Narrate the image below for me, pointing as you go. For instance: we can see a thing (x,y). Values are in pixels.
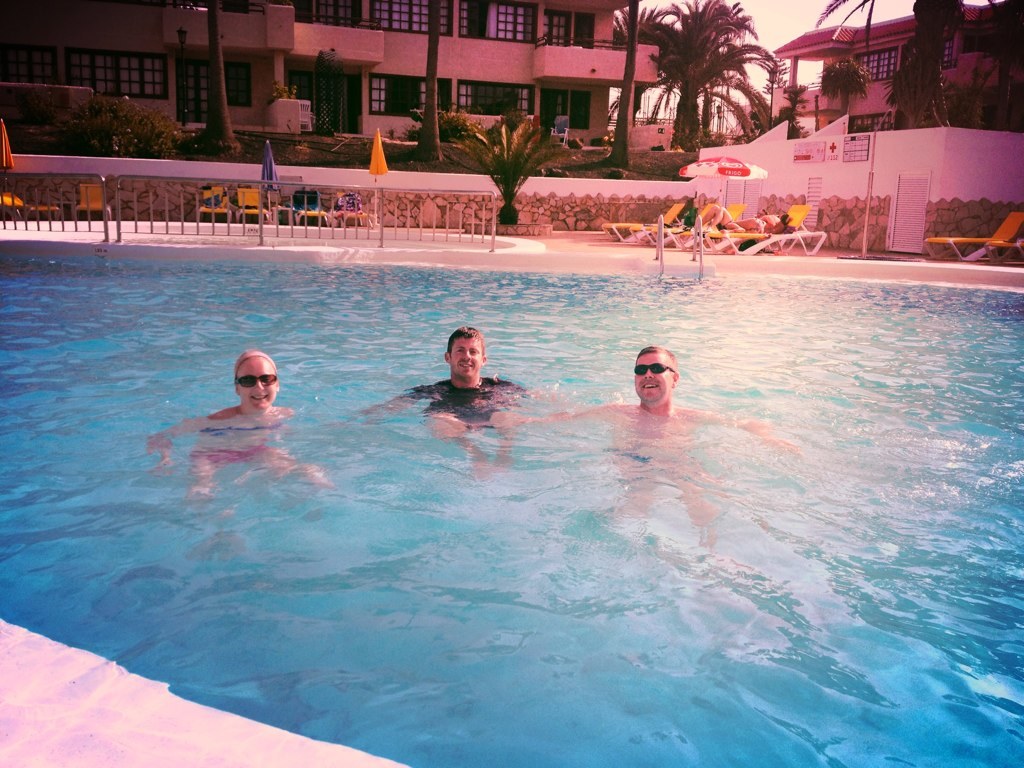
In this image I can see three people (457,420) are in the water (529,497). In the background (470,103) I can see trees (794,115), plants (521,116), chairs (944,240), buildings (530,84) and the sky (772,16).
